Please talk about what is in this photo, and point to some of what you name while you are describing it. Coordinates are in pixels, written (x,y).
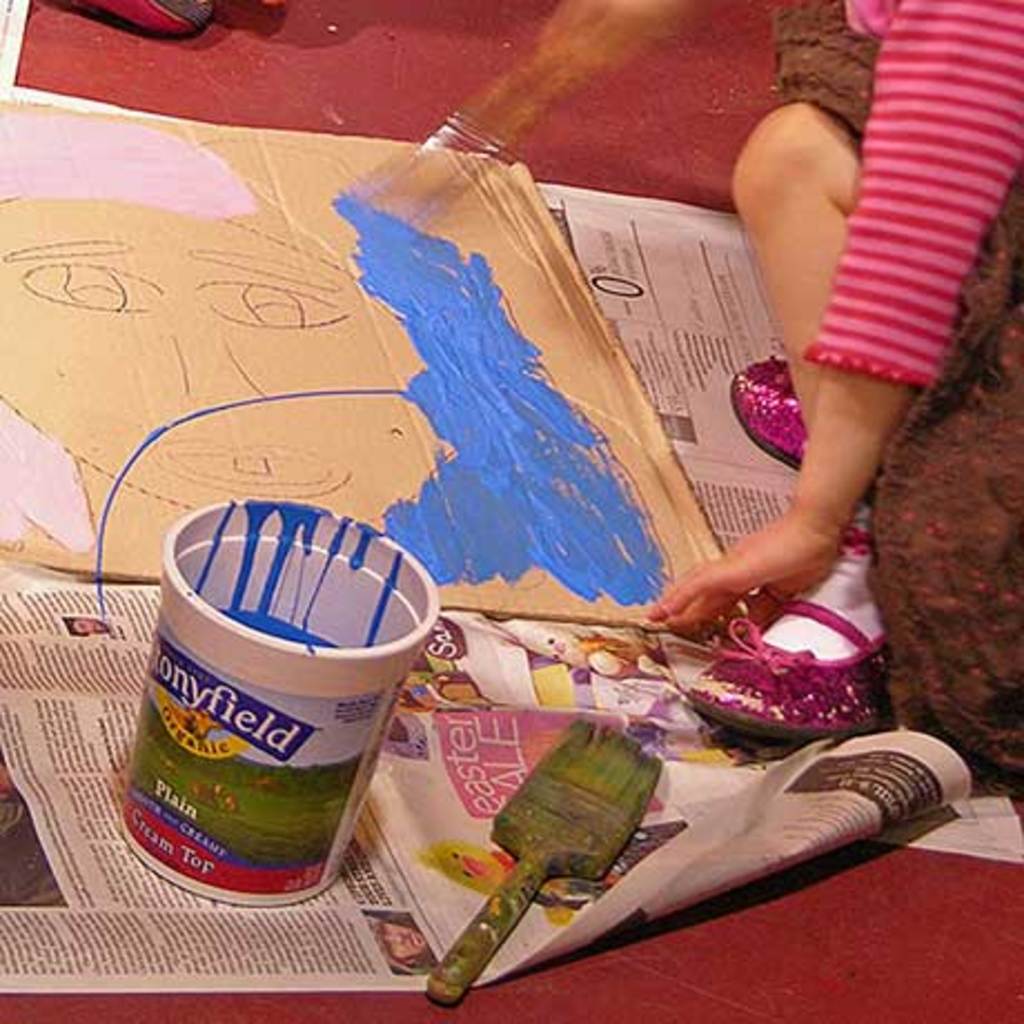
In this image there is a paint box (190,603) with paint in it, paint brush (516,847), cardboard sheet (668,580) on the newspaper (526,679) on the floor (300,95), and there is a person (786,121).
